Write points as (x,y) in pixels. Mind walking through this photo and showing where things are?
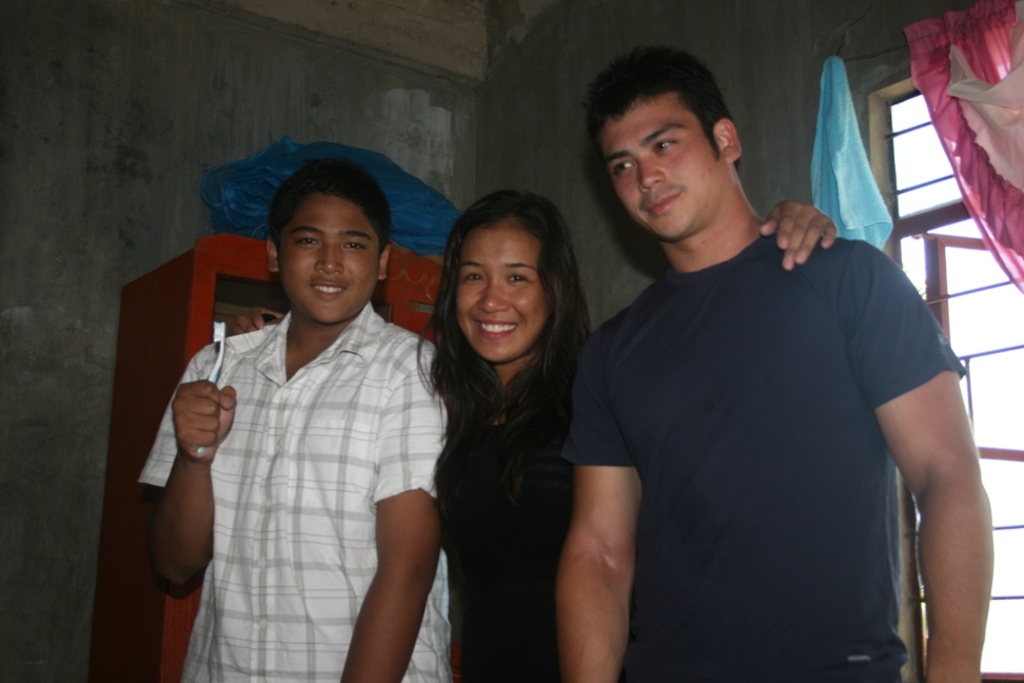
In this image I can see a woman (574,305) and two men (423,479) are standing. I can see smile on few faces (343,311) and I can see one of them is holding a tooth brush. In the background (973,45) I can see a blue colour towel (822,112), pink colour curtain (969,152) and a blue colour thing (449,211) over here.
